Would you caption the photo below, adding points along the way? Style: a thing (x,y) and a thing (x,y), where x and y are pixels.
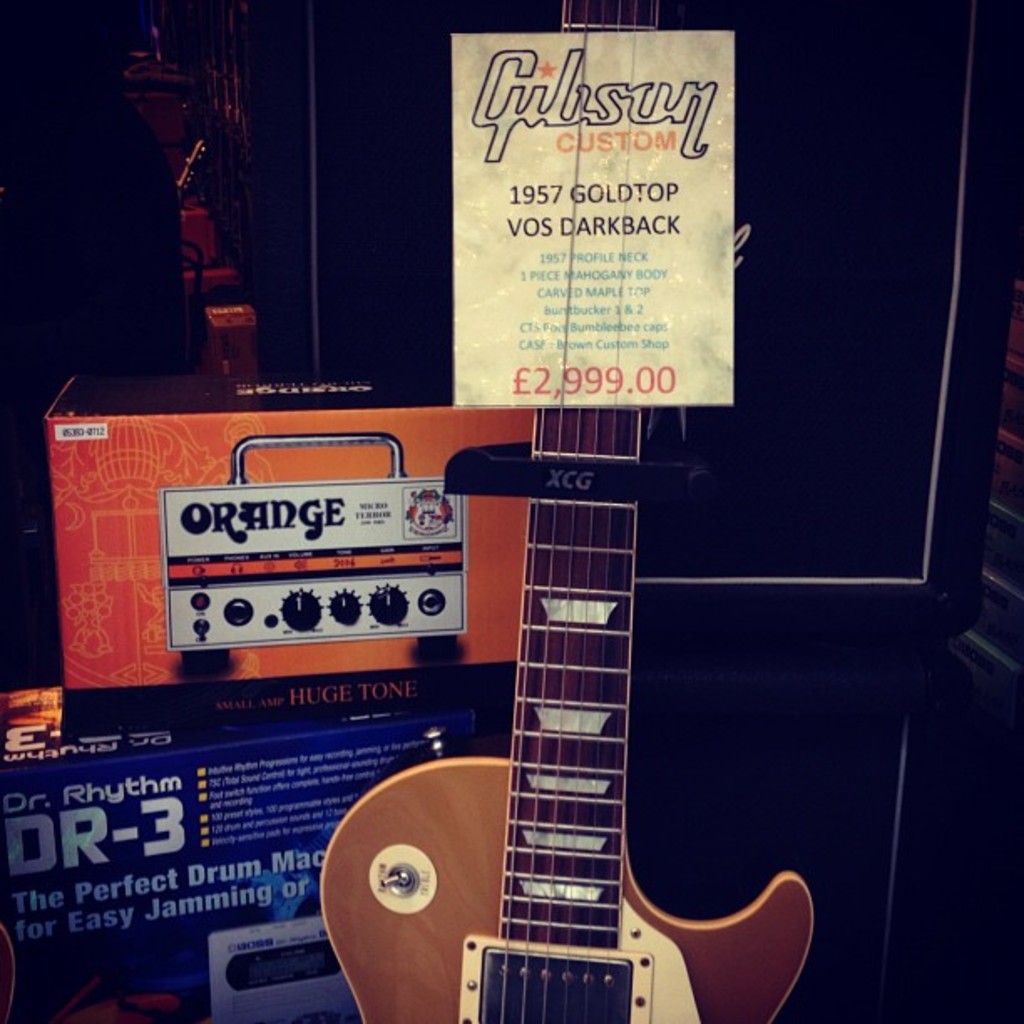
In the center of the image (526,676), we can see a guitar (581,830) and in the background (270,562), there are some boxes (345,509) and there is a poster (631,195).
